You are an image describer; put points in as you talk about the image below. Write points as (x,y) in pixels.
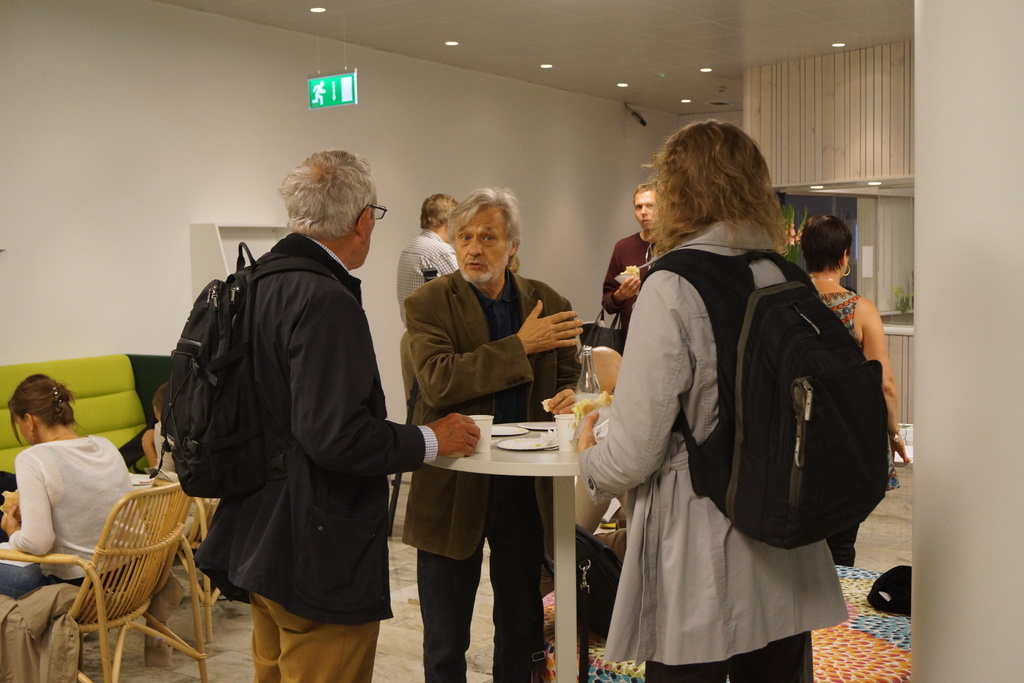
As we can see in the image there is white color wall (140,214), few people (434,264) standing over here, chairs (123,510), sofa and a woman (772,568) who is standing on the right side (785,418) is wearing bag (765,392).
